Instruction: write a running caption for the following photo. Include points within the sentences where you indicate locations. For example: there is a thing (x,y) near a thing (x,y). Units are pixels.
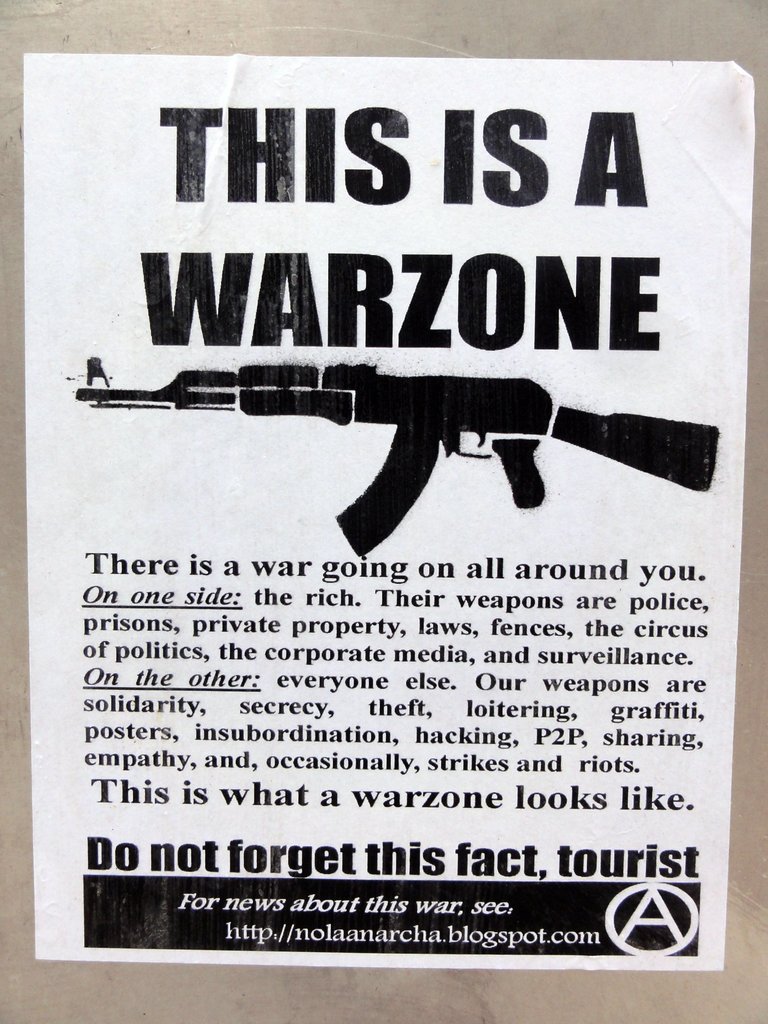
In this image we can able to see a pamphlet (433,339) and on that pamphlet (244,374) we can able to see a gun picture (392,500) over here, and we can see a website link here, and there is a sentence (376,611) written on it, and there are words (551,322) called this is a war zone over here and we can able to see a letter A (641,920) in a circle (638,933).
